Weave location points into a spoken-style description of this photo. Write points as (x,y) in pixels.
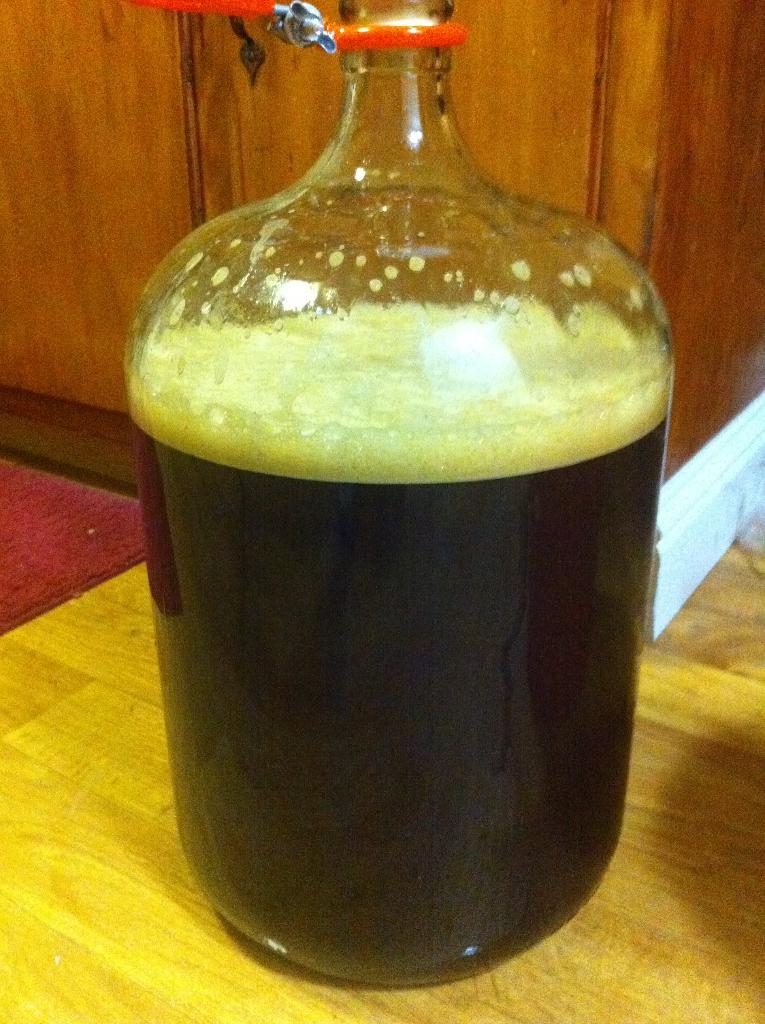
In the image we can see on the floor (64,908) there is a flask (396,526) in which there is a liquid (427,645) and it is in black colour and there is floor mat (58,548) which is in red colour.
